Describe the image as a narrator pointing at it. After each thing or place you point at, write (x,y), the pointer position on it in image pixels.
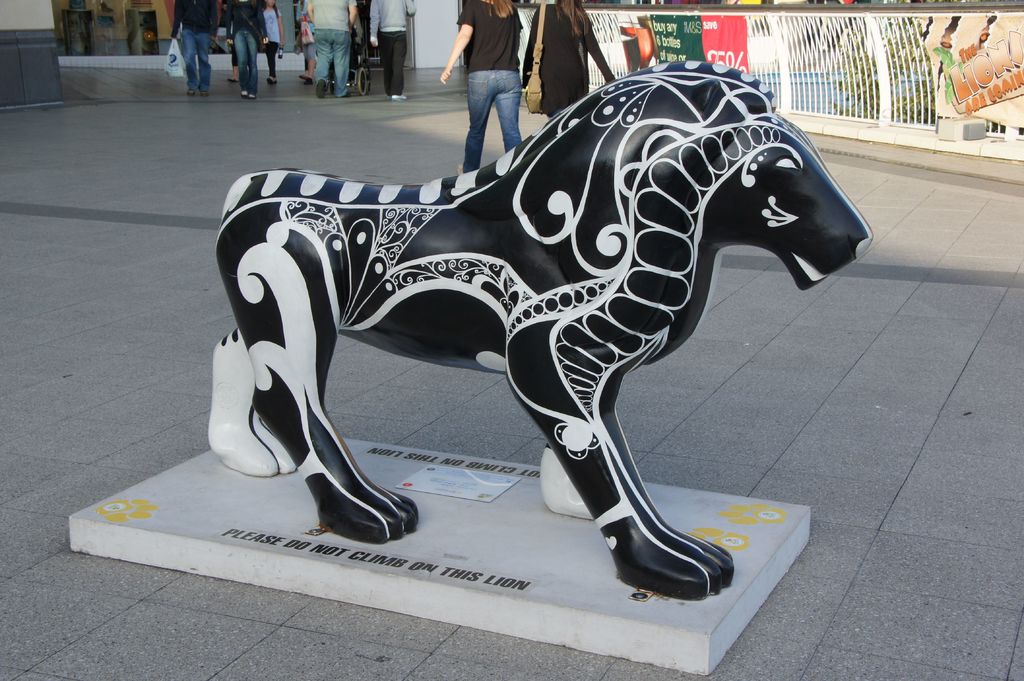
In this image in the front (408,320) there is a statue (432,330) of an animal (435,304). In the background (249,21) there are persons (303,46) walking and there is a fence (880,50) and on the fence (761,58) there are banners (950,45) with some text (987,66) and numbers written on it and there is a wall (425,38) which is white in colour and behind the fence (881,65) there are trees (896,69) and there is water (839,90) and there is some text (359,552) written on the stand (502,588) which is in the front (431,508).
